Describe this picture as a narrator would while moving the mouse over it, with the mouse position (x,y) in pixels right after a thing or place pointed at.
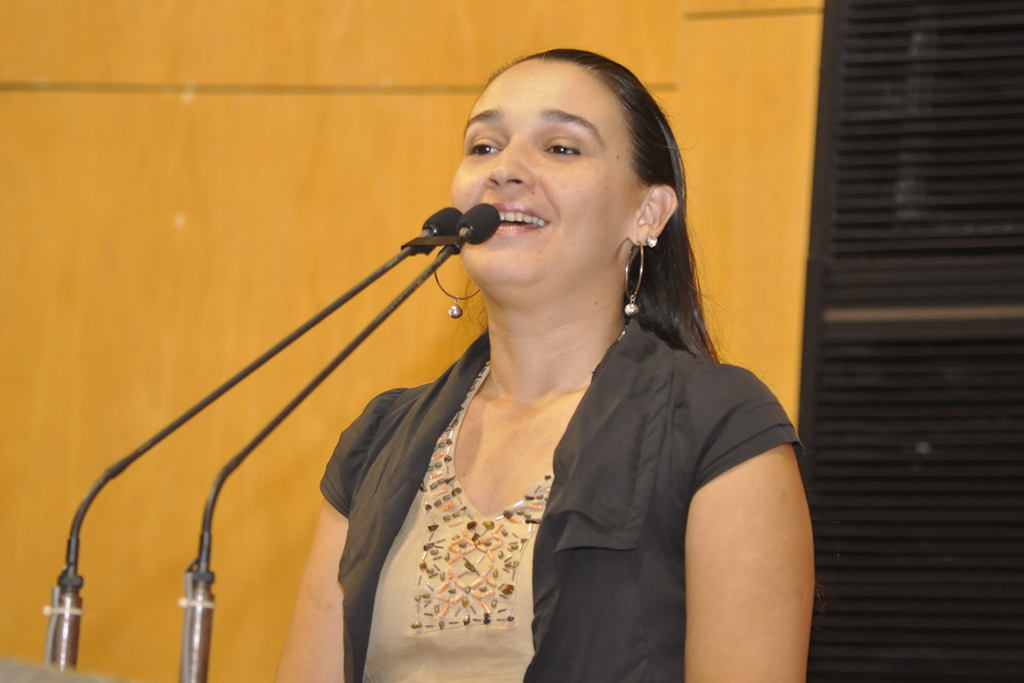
In this picture I can see a woman (544,440) is standing. The woman (574,424) is wearing earrings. The woman (545,317) is smiling. On the left side (155,438) I can see microphones (244,451). In the background (269,246) I can see wall (280,218).
